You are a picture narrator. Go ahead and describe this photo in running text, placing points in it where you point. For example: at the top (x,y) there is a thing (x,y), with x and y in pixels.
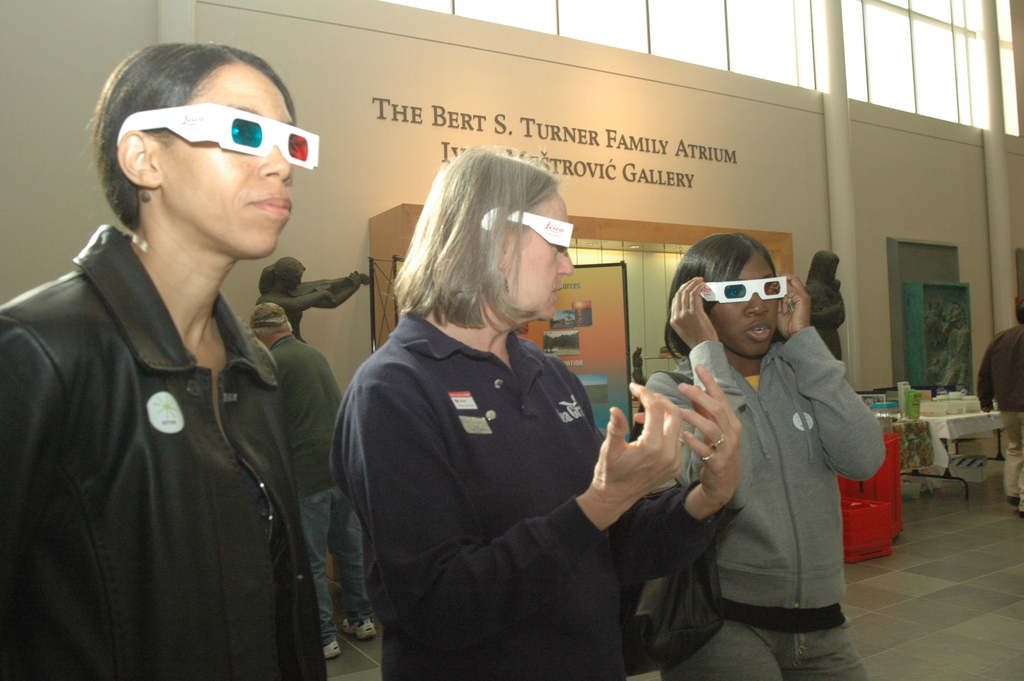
In the image we can see there are people (479,485) standing and they are wearing 3D glasses (766,295). Behind there other people (1003,384) standing and they are boxes (941,408) kept on the table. There is a matter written on the building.
